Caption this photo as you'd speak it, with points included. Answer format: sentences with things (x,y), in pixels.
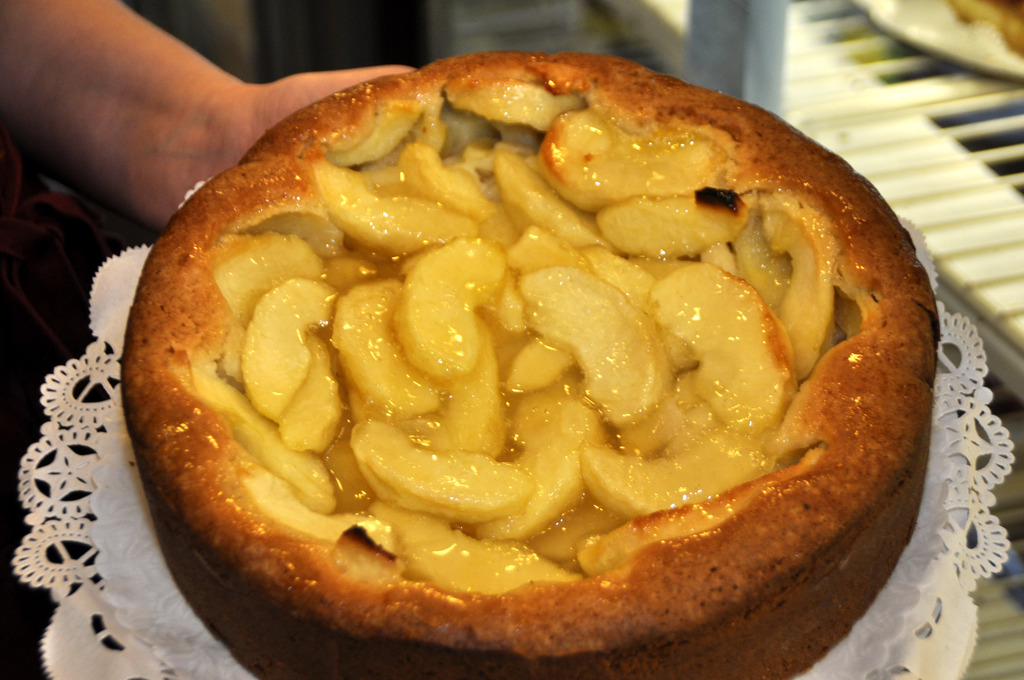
We can see plate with cake (175,377) and cloth (962,544) hold with hand (202,99). In the background (607,22) it is blurry and we can see object (932,47) on the platform (935,104).
